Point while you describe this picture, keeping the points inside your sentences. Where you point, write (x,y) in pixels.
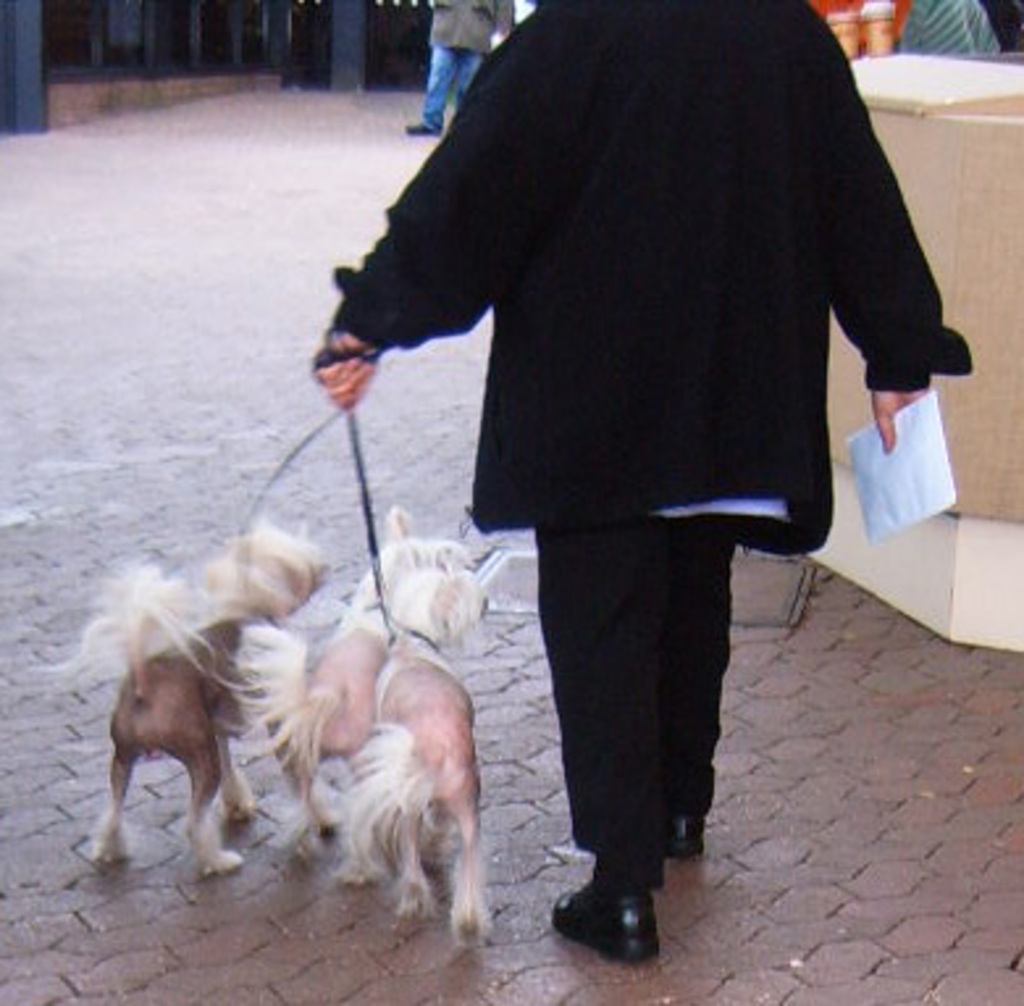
In this image we can see a person (468,279) holding leashes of three dogs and a paper (903,513). On the right side (856,556), we can see a wooden object (958,218). At the top (430,84) we can see a person (433,69) and objects (877,32).
